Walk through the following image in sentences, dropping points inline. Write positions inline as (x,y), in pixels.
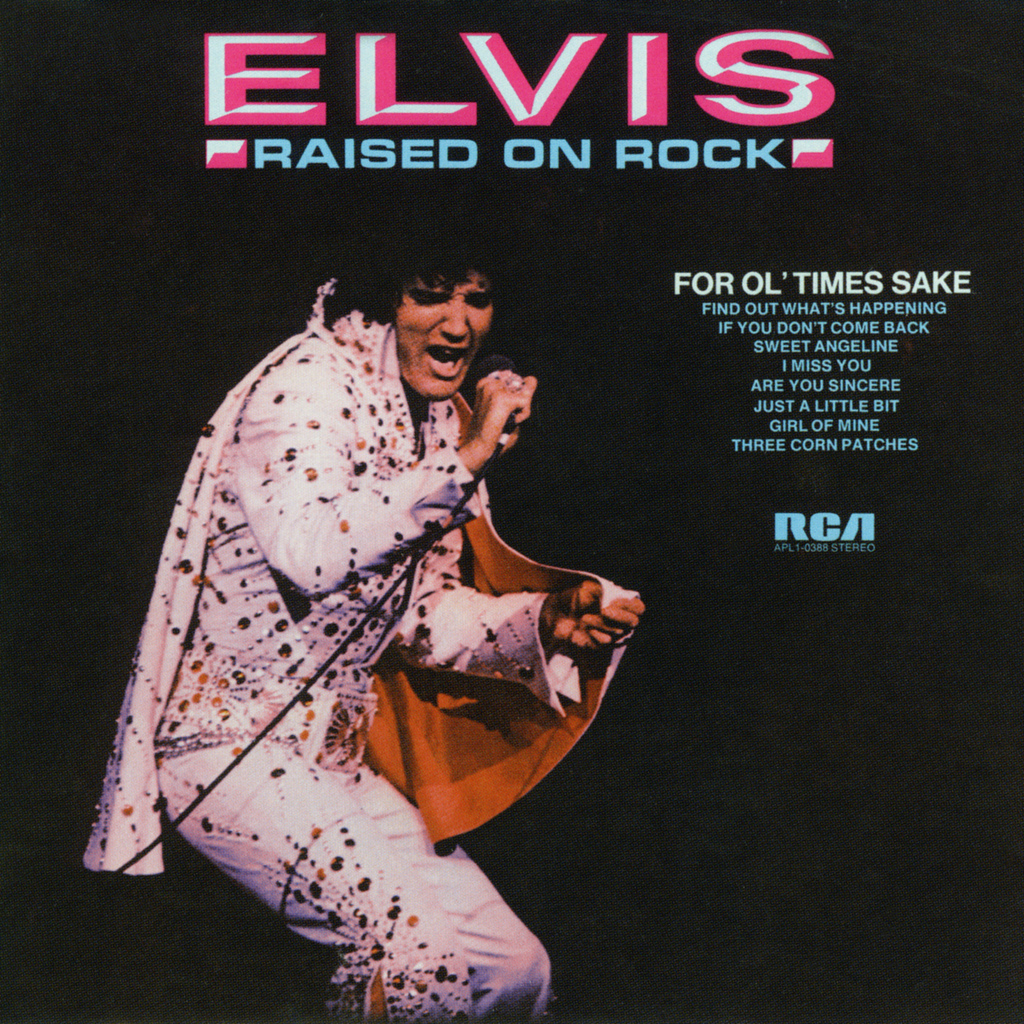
A person (283,844) is wearing a white jumpsuit (430,899) and singing holding a microphone (508,430). There is black background (148,354).
